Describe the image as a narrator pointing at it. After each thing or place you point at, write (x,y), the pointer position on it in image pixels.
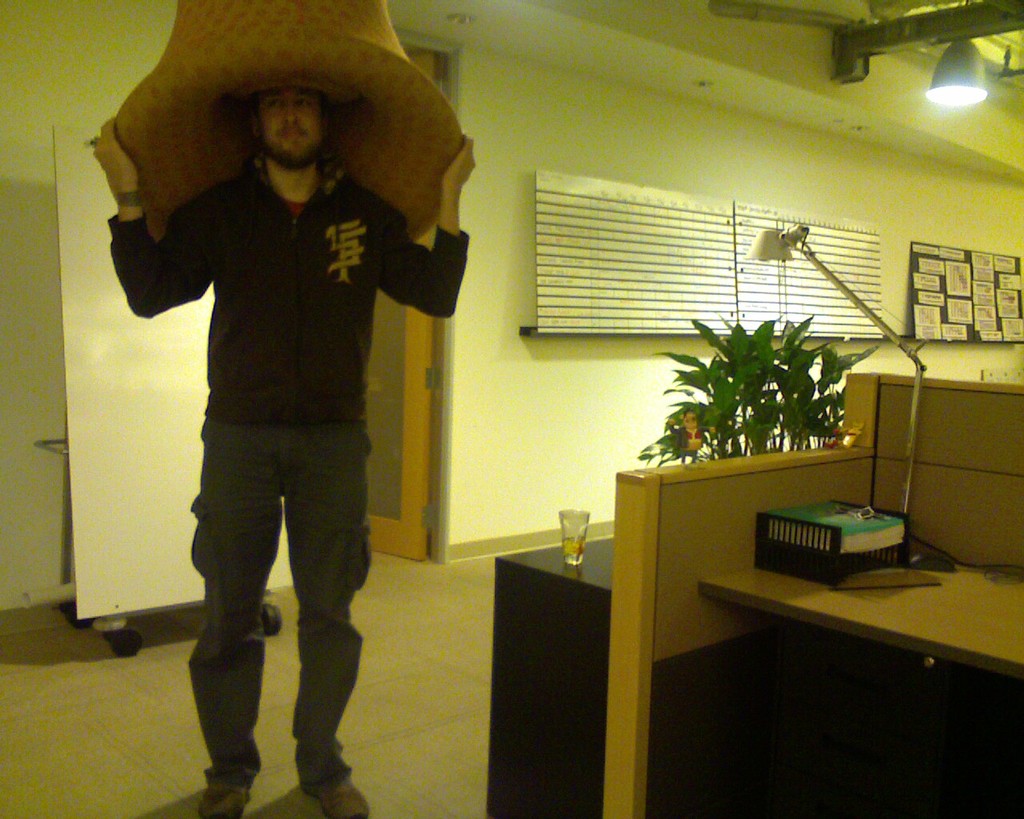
The person (309,363) standing on the left side of this is wearing a black color jacket (283,259) and wearing a cap (263,35). There is a wall (564,360) in the background (518,385). there is one lamp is kept on a table (852,603) on the right side of this image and there is one glass (580,531) and a plant (734,434) is present on a table (598,559). There is a light (970,66) at the top of this image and there is a door (430,368) in the middle of this image (403,398) and there is a floor (429,719) at the bottom of this image (430,740).
